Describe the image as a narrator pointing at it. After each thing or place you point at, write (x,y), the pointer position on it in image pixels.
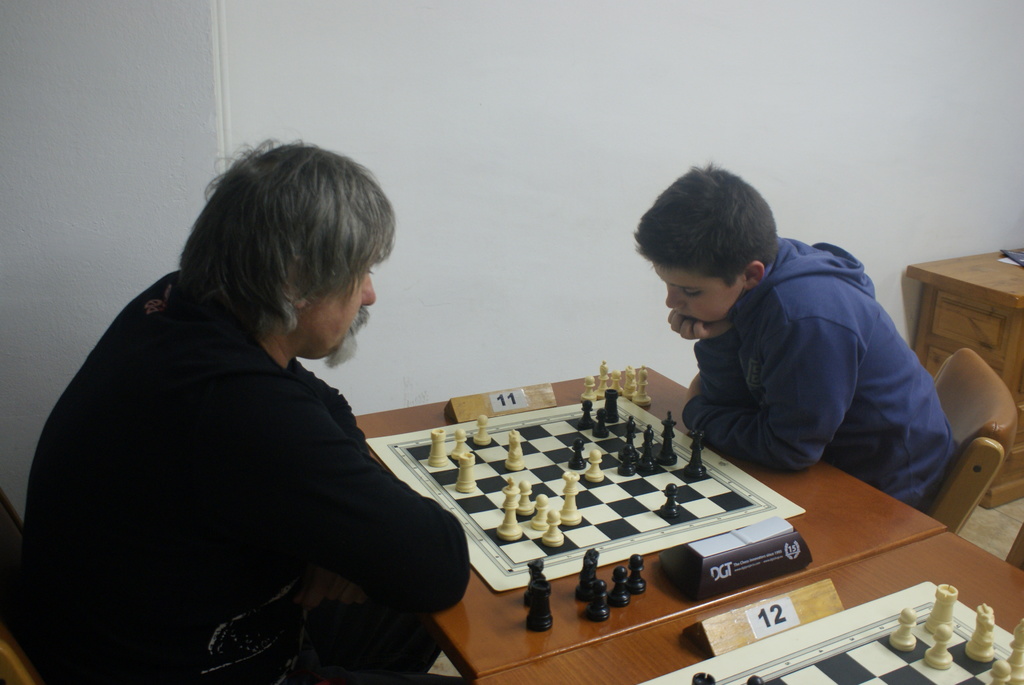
In this image I can see two people (838,446) are sitting on the chairs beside the table (820,485). It seems like they are playing the chess. On the table (576,461) I can see a chess board (600,506). In the background (587,87) there is a white color wall (410,74). On the right side (960,306) there is a table (951,316). The man (240,498) who sitting on the left side (192,489) is wearing black jacket (209,457) and the boy (780,353) who is at the right side (801,365) is wearing blue color jacket (790,340).
